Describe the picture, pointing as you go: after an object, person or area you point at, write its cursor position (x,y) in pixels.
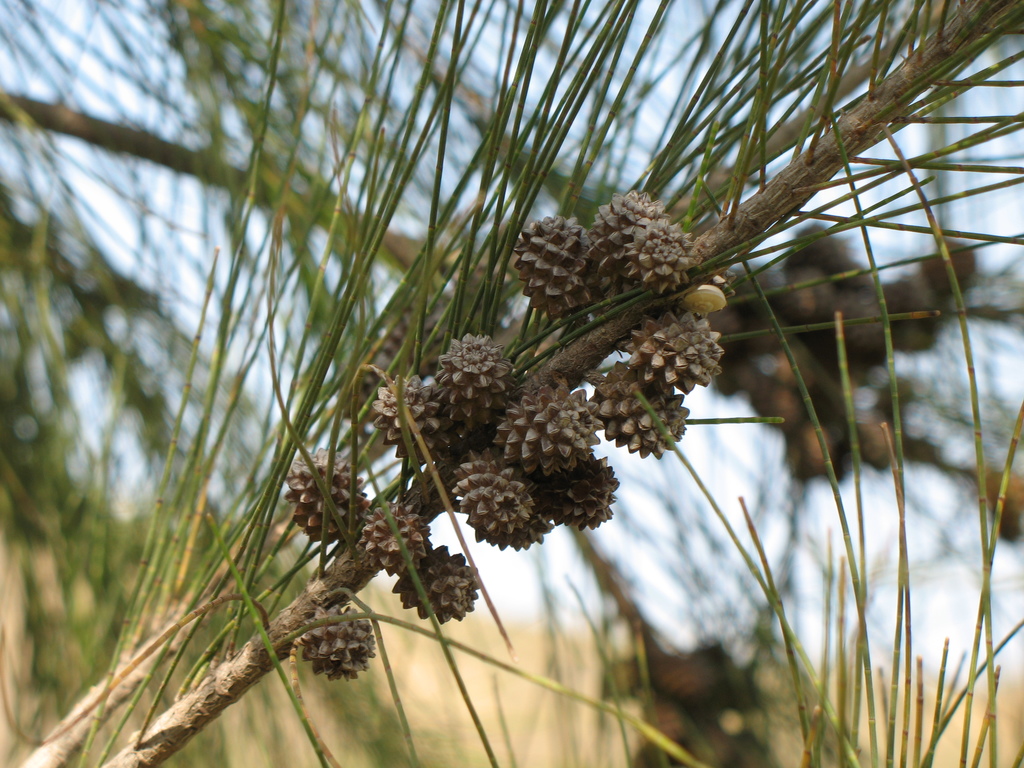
In this picture I can see trees (411,501) with fruits (406,524) and I can see a cloudy sky (602,528).
